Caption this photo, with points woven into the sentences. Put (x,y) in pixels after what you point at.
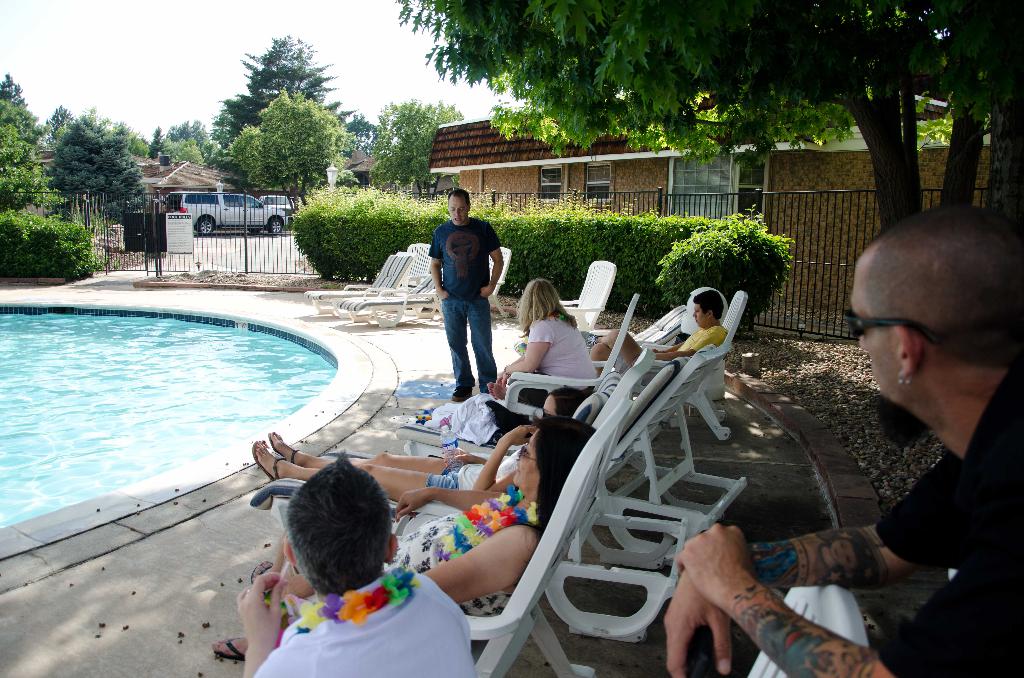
This is completely an outdoor picture. At the right side of the picture (964,424) we can see a man (976,550) wearing a black shirt (967,534) and black goggles (868,319) and sitting, he laid his hands (748,588) on the white chair (797,600). Here we can see few lounge chairs (561,610) and people (538,437) are lying on it. This is a swimming pool (134,391). This is a black gate (234,247). Outside the gate (233,203) there are few cars (218,202) parked over there And this is a house (682,171). Here we can see few plants (720,226). Near to it there is one man (465,389) standing, behind to him there are few empty lounge chairs (412,305).
